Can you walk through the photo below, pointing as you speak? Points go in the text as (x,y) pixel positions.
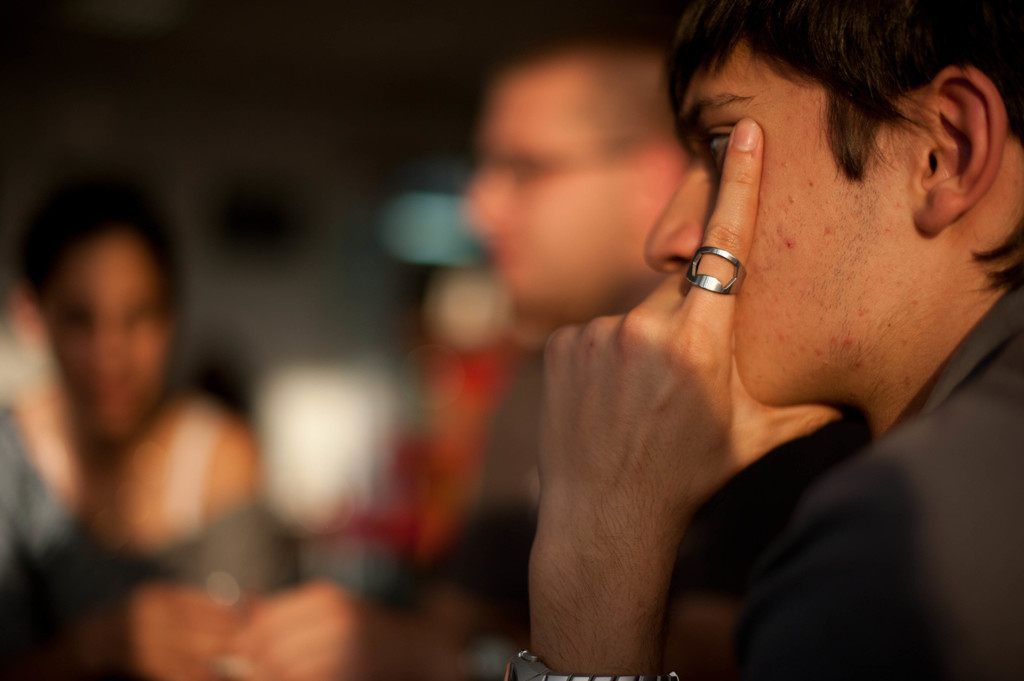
In this picture we can see a person (791,176) on the right side (791,331). We can see a few people (565,196) in the background (607,214). Background (263,566) is blurry.
